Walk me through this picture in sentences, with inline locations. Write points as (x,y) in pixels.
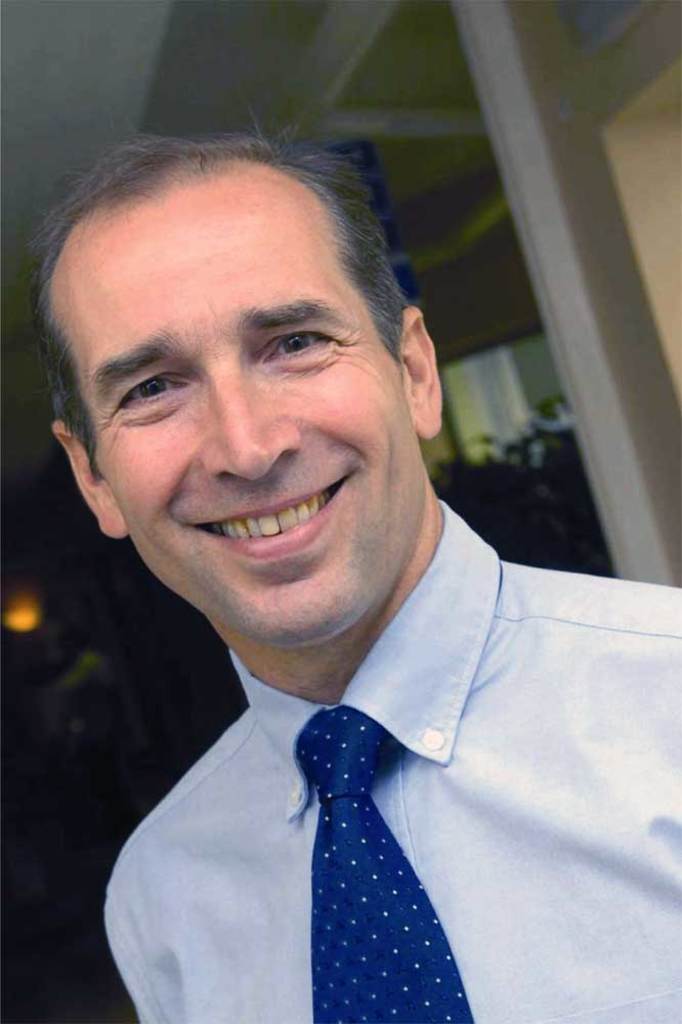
In the middle of the image (267,574) there is a man (284,924) and he is with a smiling face (248,370). In the background (541,372) there is a wall (532,386) and there is a pillar (648,396). There are a few plants (508,459). At the top of the image (281,51) there is a roof (421,51).
